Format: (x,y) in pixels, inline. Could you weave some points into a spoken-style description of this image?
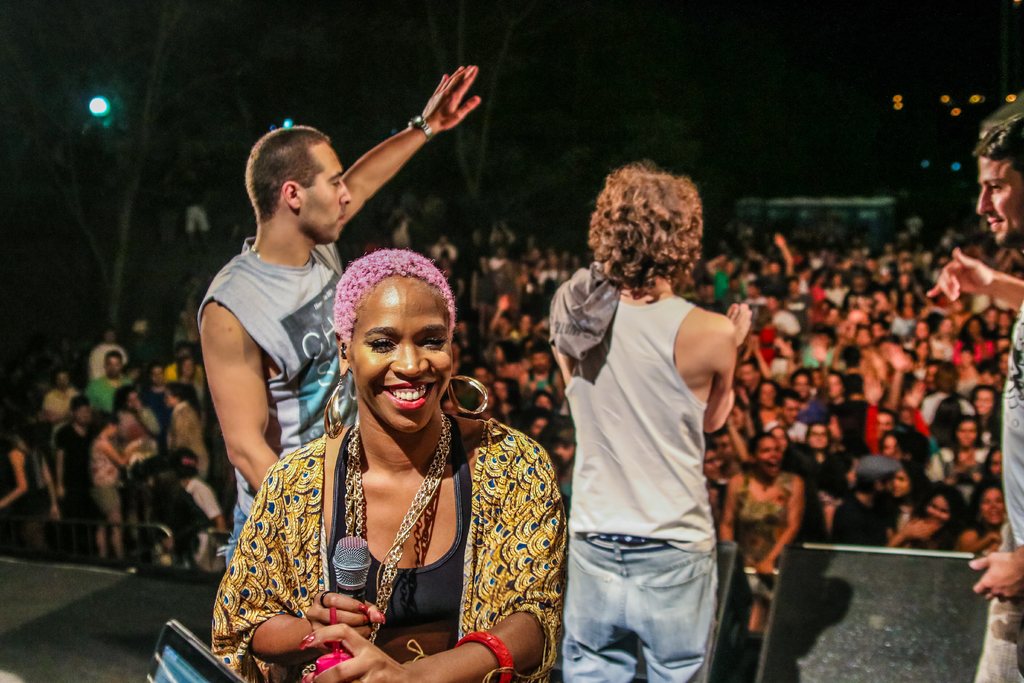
In the image I can see a place (549,408) where we have some people (551,388) who are standing and also I can see four people (375,472) on the dais (93,602), among them a person (331,578) is holding the mic (341,564).
